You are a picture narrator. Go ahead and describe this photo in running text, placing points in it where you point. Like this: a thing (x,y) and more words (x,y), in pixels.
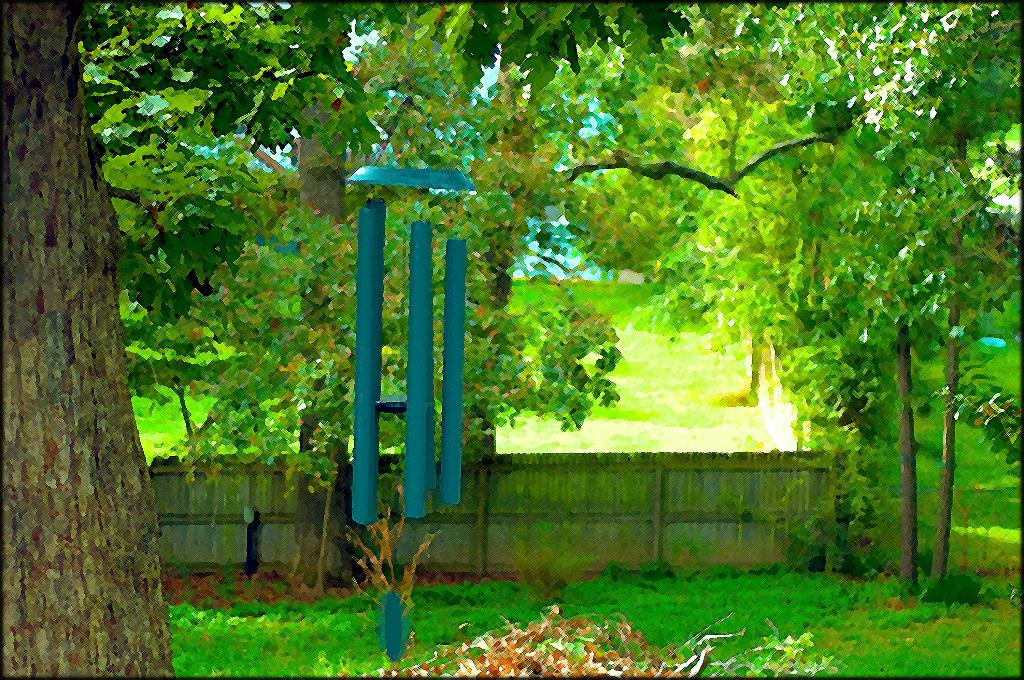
In this edited image, we can see some trees (709,254). There is a decor (372,404) in the middle of the image (359,244). There is a fence (474,565) at the bottom of the image (610,559).
